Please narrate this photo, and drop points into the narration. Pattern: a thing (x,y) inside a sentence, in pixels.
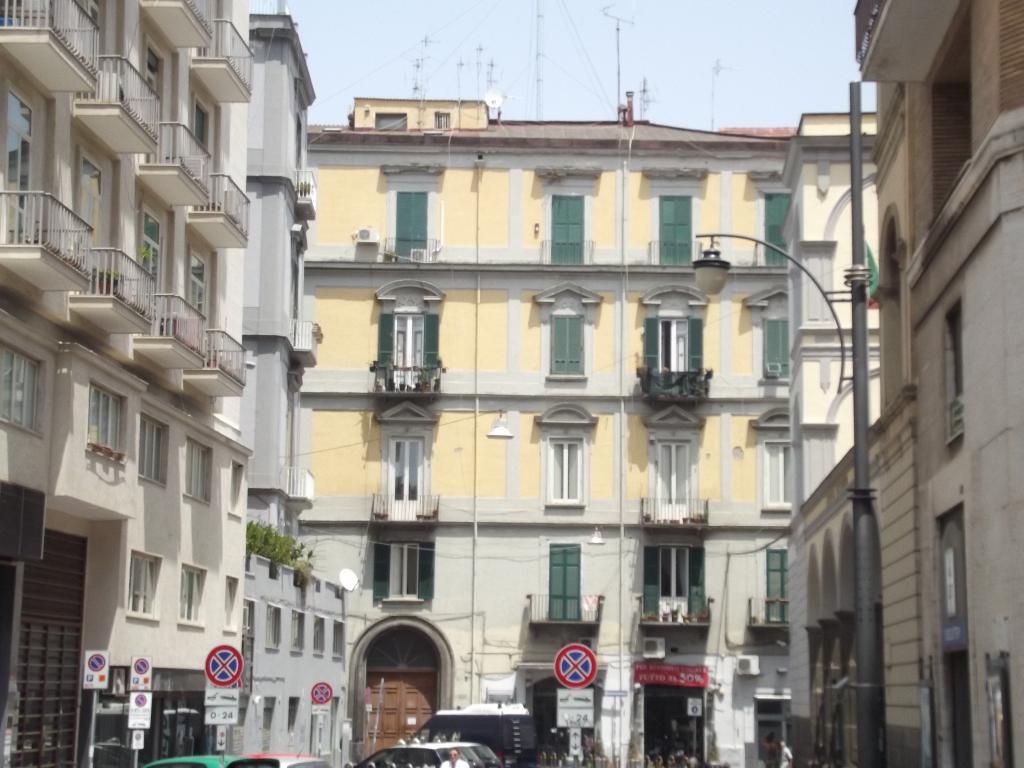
In this image I can see few buildings (1002,337), few poles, few sign boards (145,705) and on the right side (701,258) I can see a street light (701,278). On the bottom side (501,747) I can see few people (775,759) and few vehicles (443,732). On the left side of the image (257,541) I can see few plants (248,547) and on the top side of the image (547,79) I can see the sky (512,46) and few wires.
